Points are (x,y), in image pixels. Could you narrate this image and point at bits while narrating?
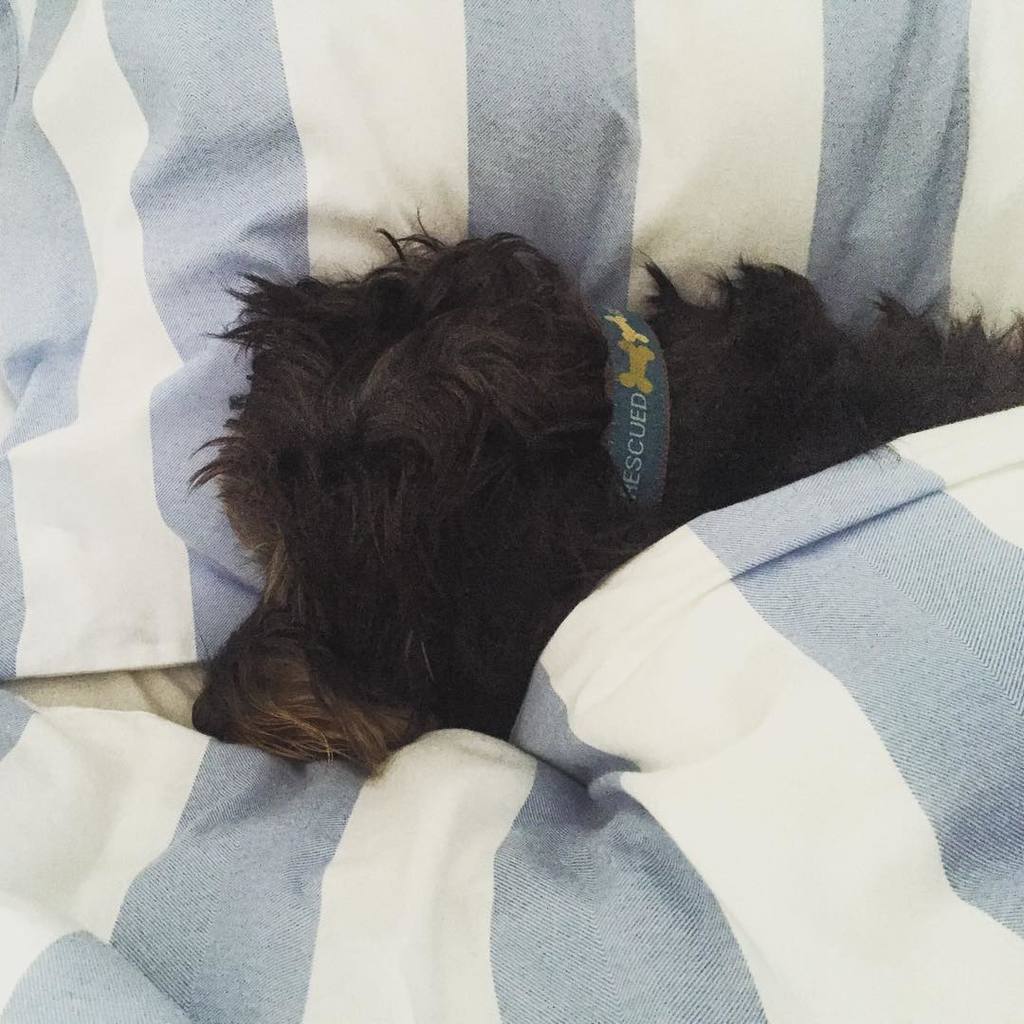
In this picture we can see a dog (232,486) with a belt (622,322) on it, bed sheet (654,566) and a pillow (89,438).
